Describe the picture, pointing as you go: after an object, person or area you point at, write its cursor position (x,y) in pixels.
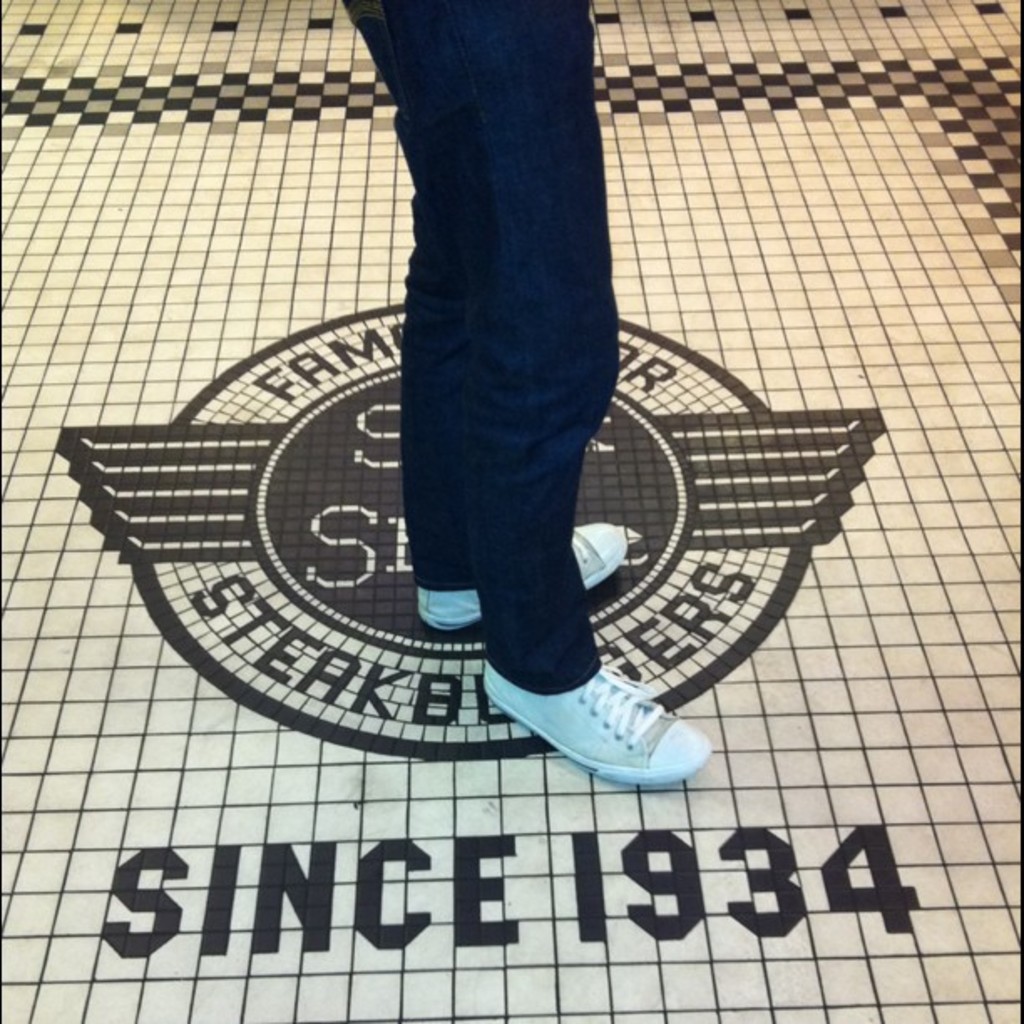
In this image there is a person (563,388) standing on floor (60,666).
